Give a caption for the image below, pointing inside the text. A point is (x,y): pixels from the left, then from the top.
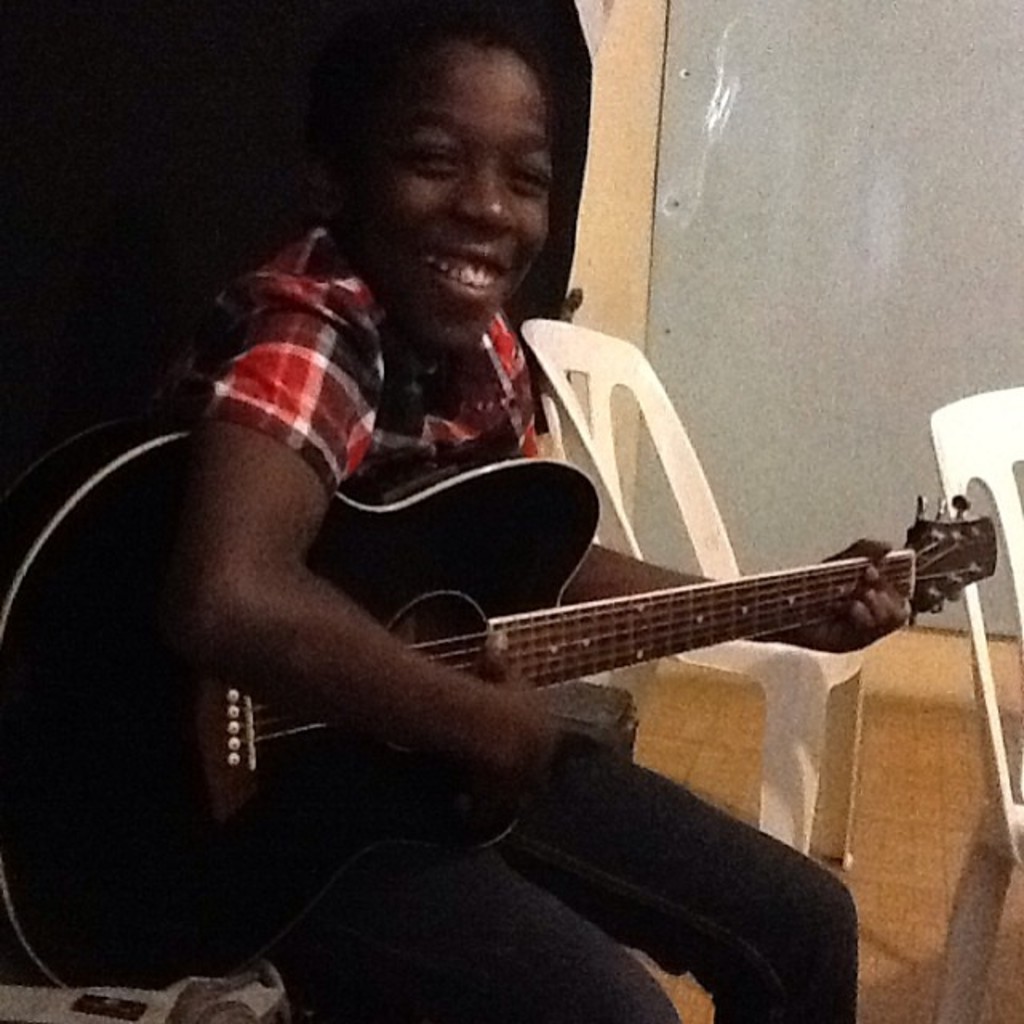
In this image we can see a person (470,1021) is playing a guitar (377,805) and smiling. There are chairs (790,699) on the floor (945,708). In the background (867,10) we can see wall (703,258).
